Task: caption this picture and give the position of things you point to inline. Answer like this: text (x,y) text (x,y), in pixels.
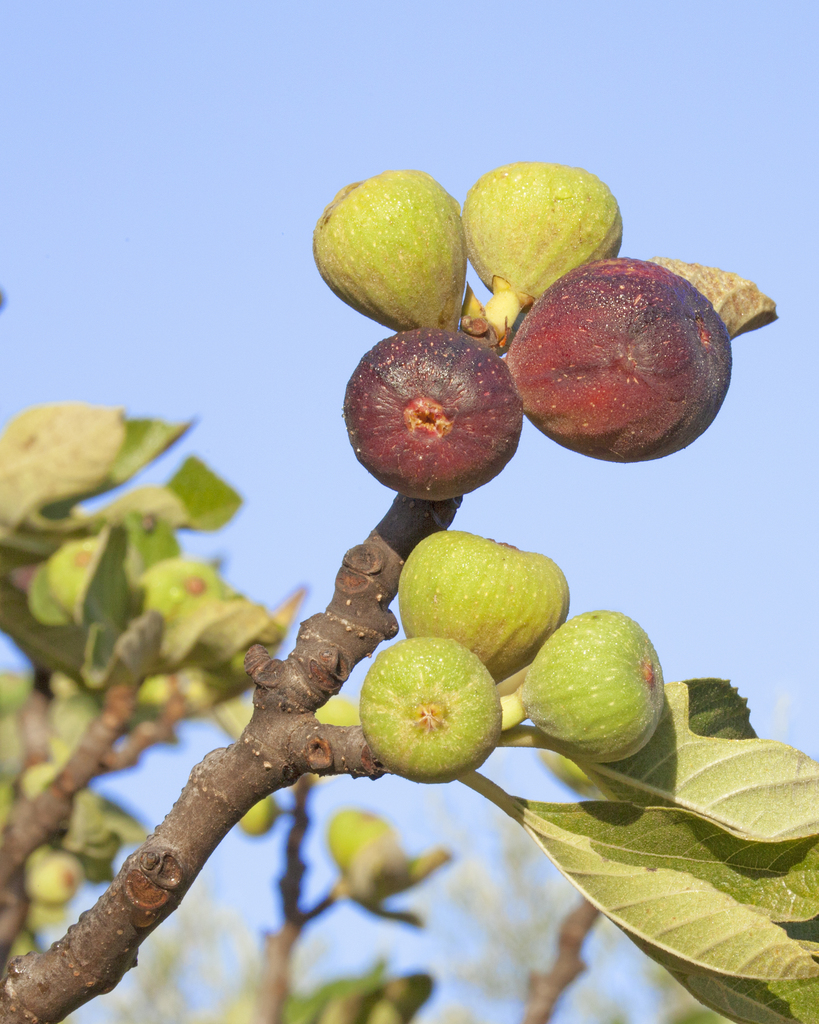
In this image I can see some fruits (471,652) on the trees (266,827). In the background (304,153), I can see the sky (226,160).
